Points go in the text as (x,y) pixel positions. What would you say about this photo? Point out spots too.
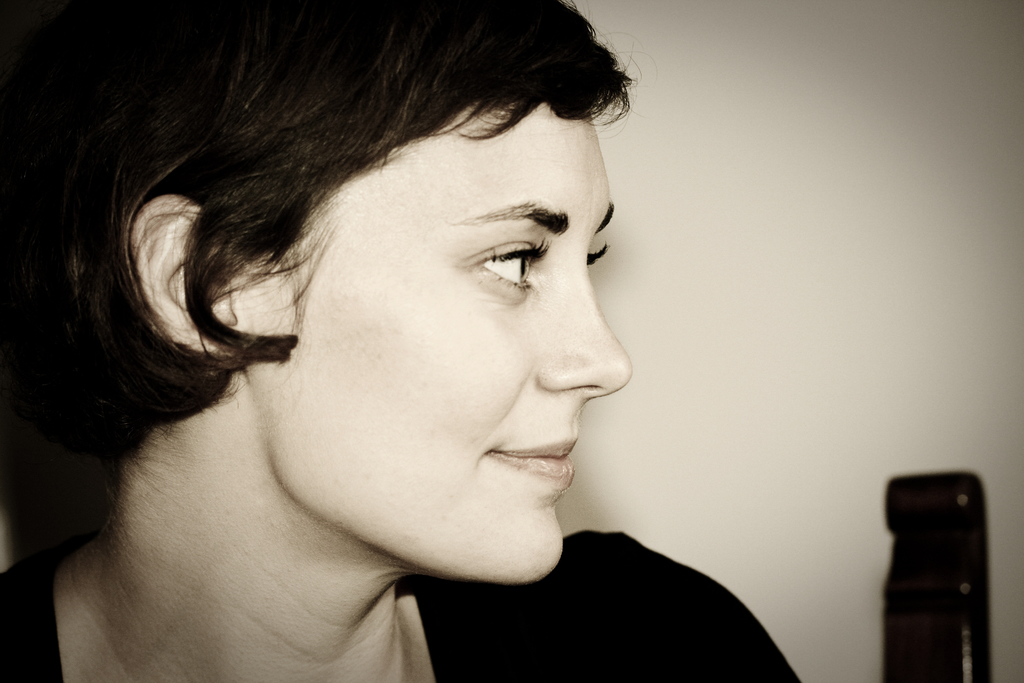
In the image in the center (483,299) we can see one woman (436,458). And we can see she is smiling, which we can see on her face (515,461). In the background (743,229) there is a wall (739,315) and one black color object (947,605).
